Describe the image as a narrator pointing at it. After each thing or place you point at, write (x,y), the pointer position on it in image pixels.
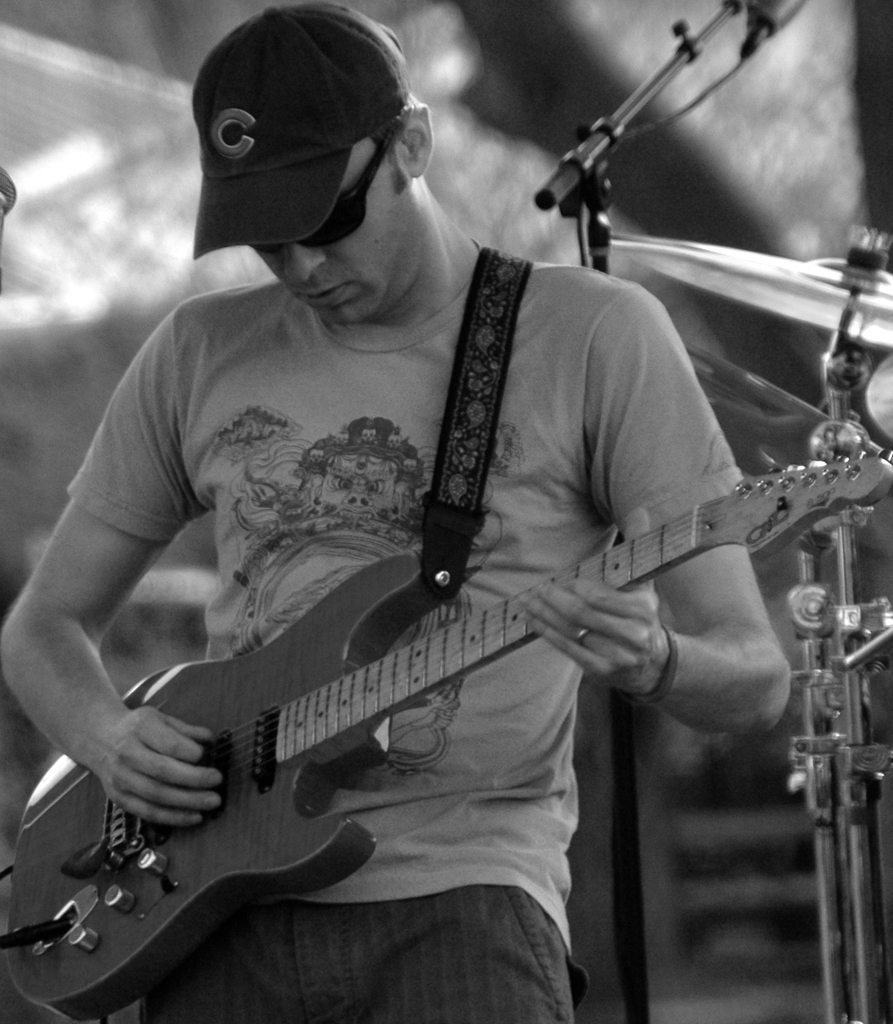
In the picture we can see a man (182,534) holding a guitar (352,603) and playing it, he is wearing a T-shirt (624,362) and a cap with glasses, in the background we can see a stand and drums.
